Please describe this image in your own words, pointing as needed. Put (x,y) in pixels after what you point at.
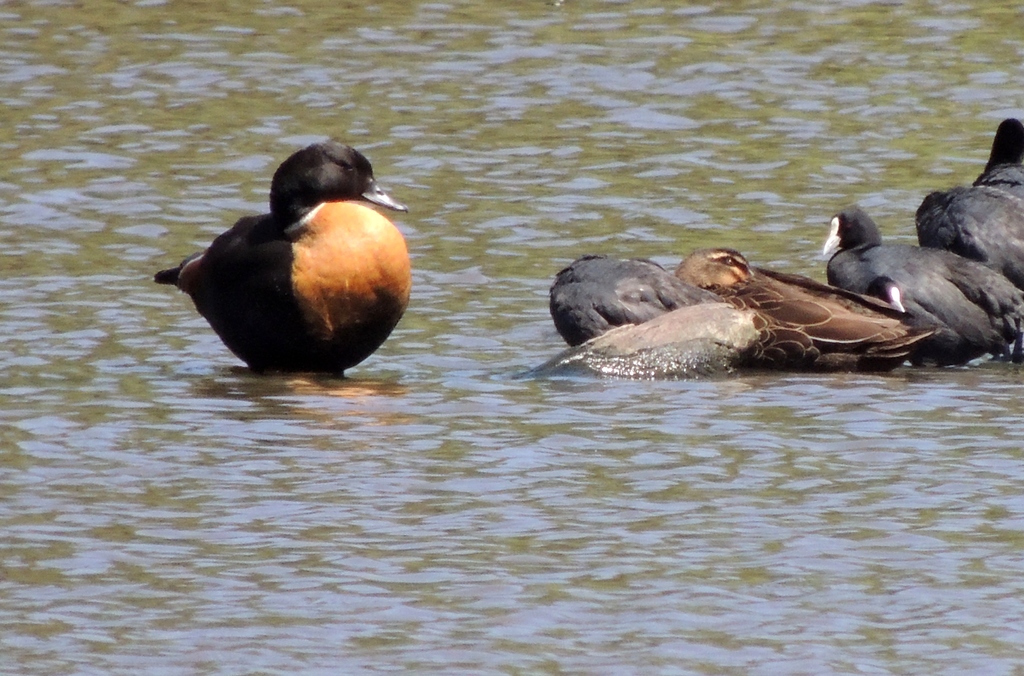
In this image, we can see few birds (979,260) are in the water (436,304).
